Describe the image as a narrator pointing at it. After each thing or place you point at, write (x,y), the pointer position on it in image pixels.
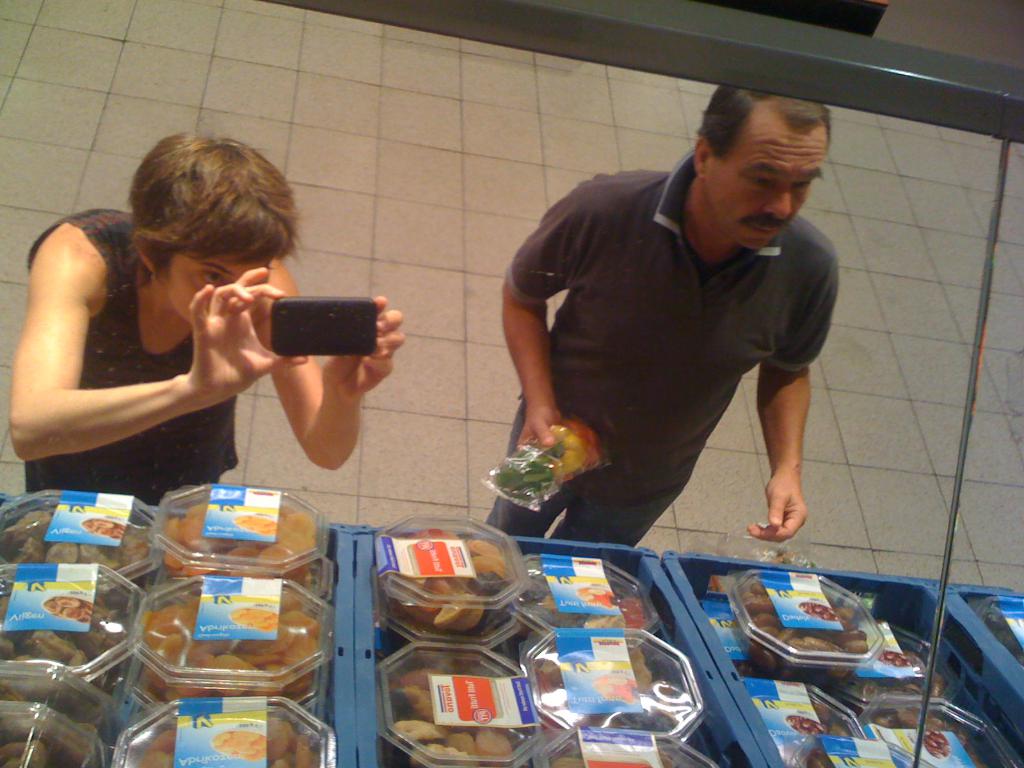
In this picture we can see people (186,308) standing near to a stall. In the background (852,216) there is a floor (149,122). We can see a person (339,359) holding a mobile (344,331) with the hands (382,332) and taking a snap. At the bottom portion of the picture (955,737) we can see food (107,641) packed in the transparent boxes (223,581).
